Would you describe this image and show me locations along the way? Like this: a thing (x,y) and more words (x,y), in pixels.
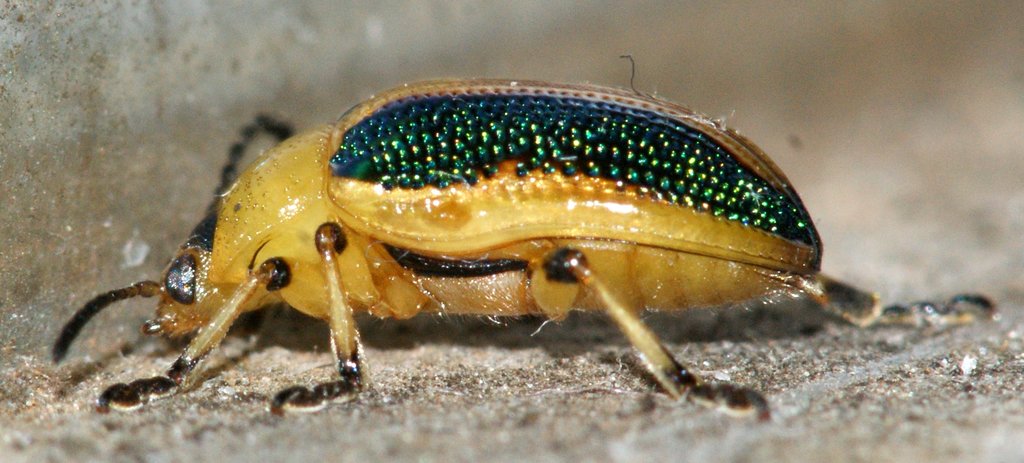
This image consists of an insect (430,263). At the bottom (527,403), there is a ground (363,428). On the left (186,69), it looks like a wall (257,82). The background (923,99) is blurred.
